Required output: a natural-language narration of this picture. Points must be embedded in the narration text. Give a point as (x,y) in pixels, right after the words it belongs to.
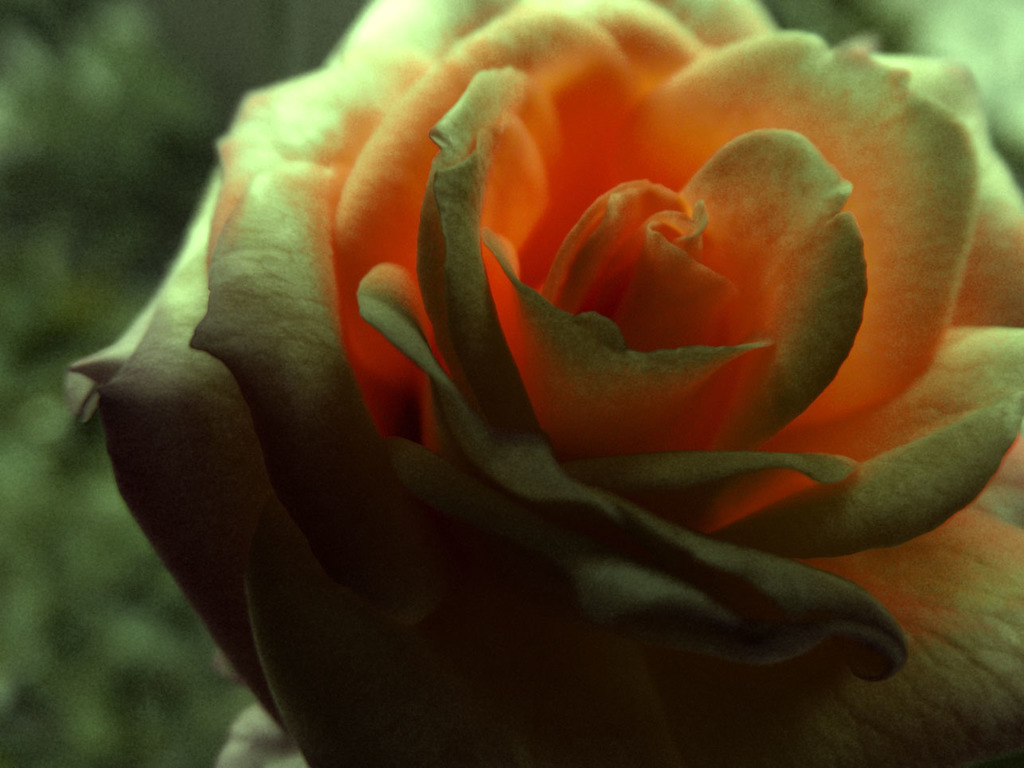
In the picture there is a beautiful cream and orange color rose (544,302).
